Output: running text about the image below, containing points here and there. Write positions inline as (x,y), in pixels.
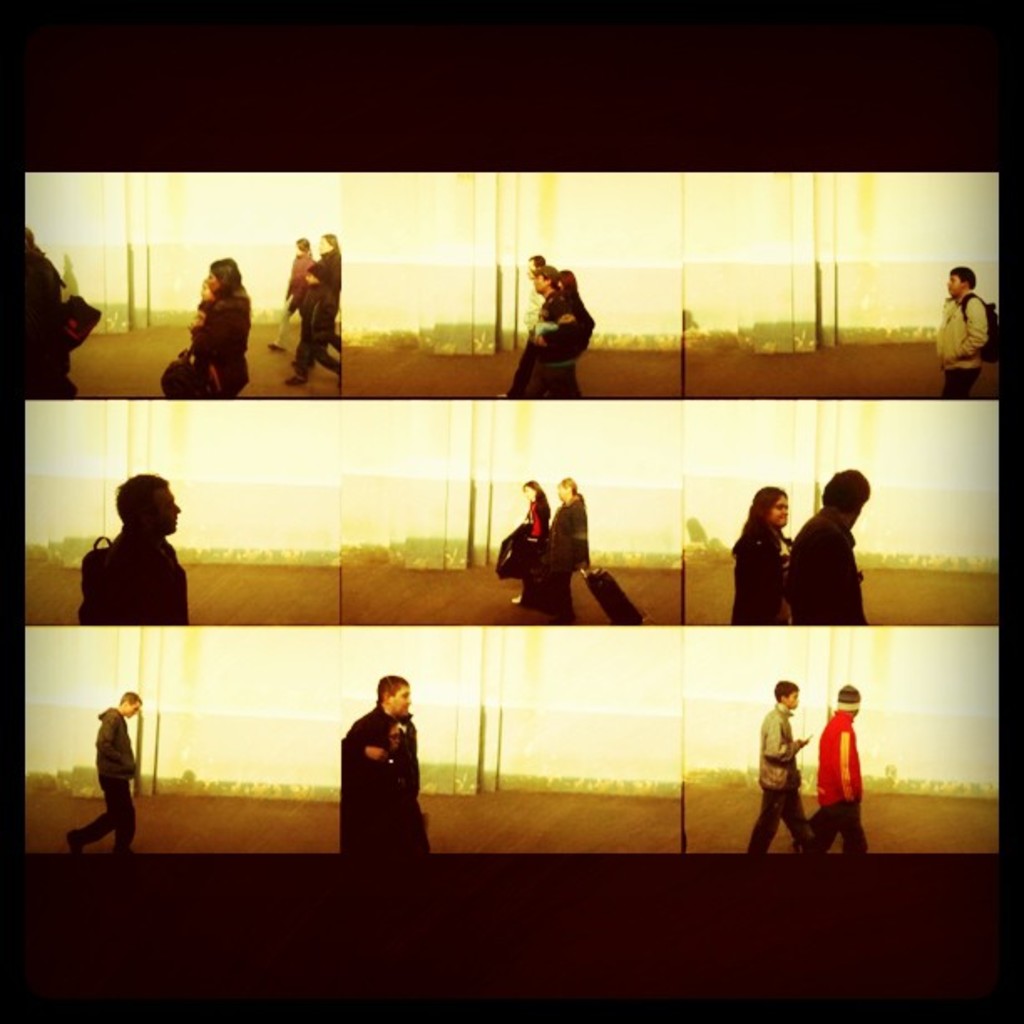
It is a collage picture. In the image few people (43,268) are walking.
